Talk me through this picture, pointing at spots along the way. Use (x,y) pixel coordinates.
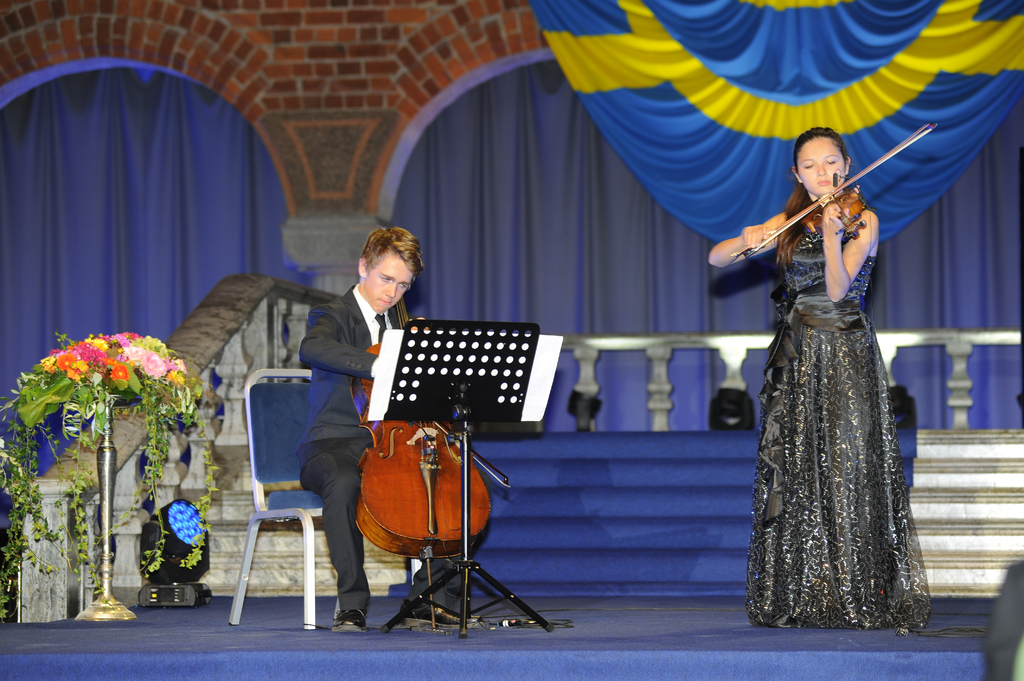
The girl (817,384) in the black dress (837,422) is holding a violin (818,210) in her hands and she is playing it. She is standing on the stage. Beside her, the boy (364,348) in white shirt (378,328) and black blazer (324,417) is sitting on the chair (273,448). He is holding a cello (372,456) in his hand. I think he is playing the cello (372,434). Beside him, we see a flower vase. Behind them, we see a staircase (645,501) and a blue color sheet (624,503). Behind that, we see stair railing (218,327). In the background (378,167), we see a wall (303,112) which is made up of bricks (355,36). Beside that, we see a blue color sheet (441,197). In the right top of the picture (813,91), we see a sheet (818,77) in blue and yellow color.
